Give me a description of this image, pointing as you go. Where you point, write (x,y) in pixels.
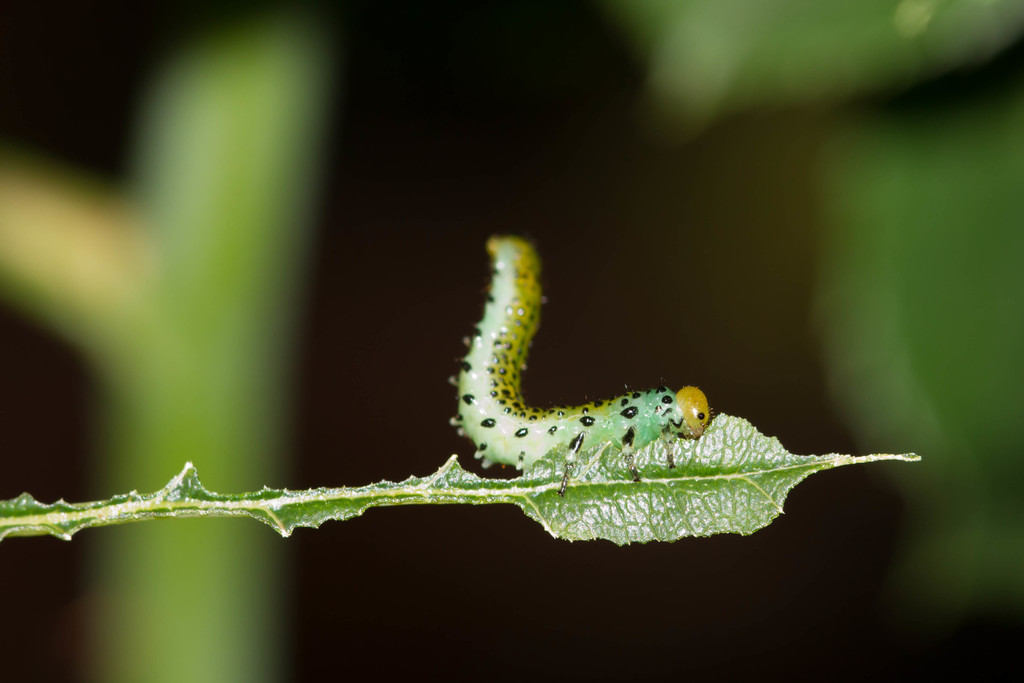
In this image we can see an insect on a leaf (695,526) and in the background (545,253) the image is blurred.
